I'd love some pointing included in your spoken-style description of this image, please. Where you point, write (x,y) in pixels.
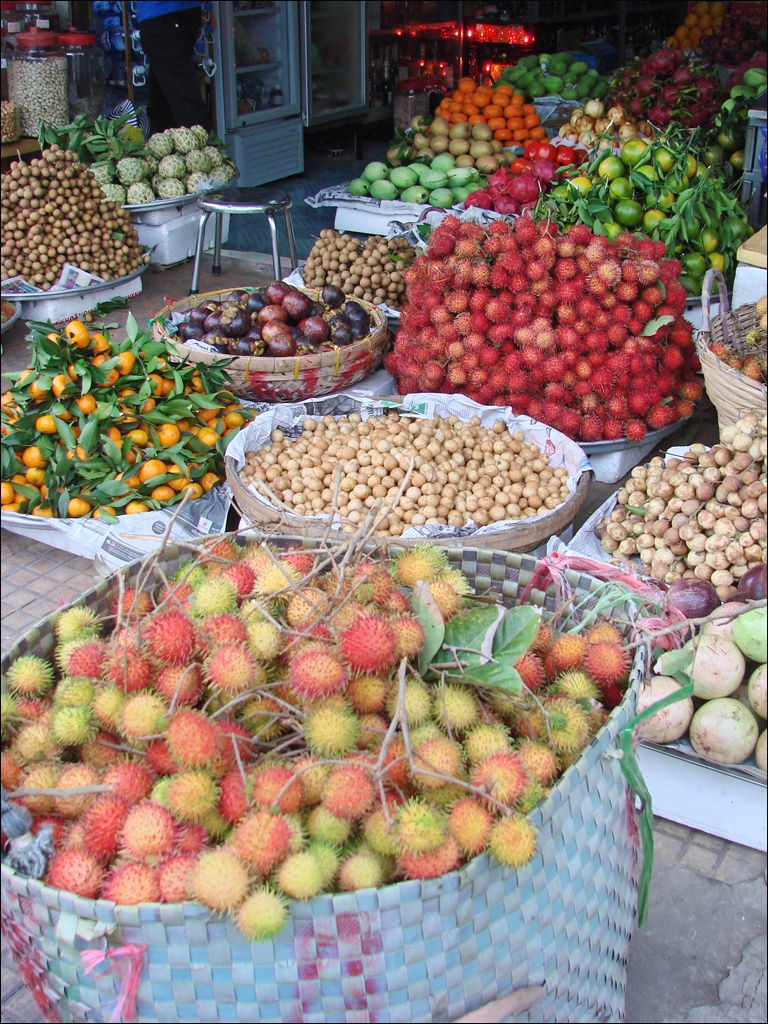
In this picture I can see number of baskets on which there are fruits (508,392) and vegetables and I see jars (41,80) on the top left side of this image (38,62).
